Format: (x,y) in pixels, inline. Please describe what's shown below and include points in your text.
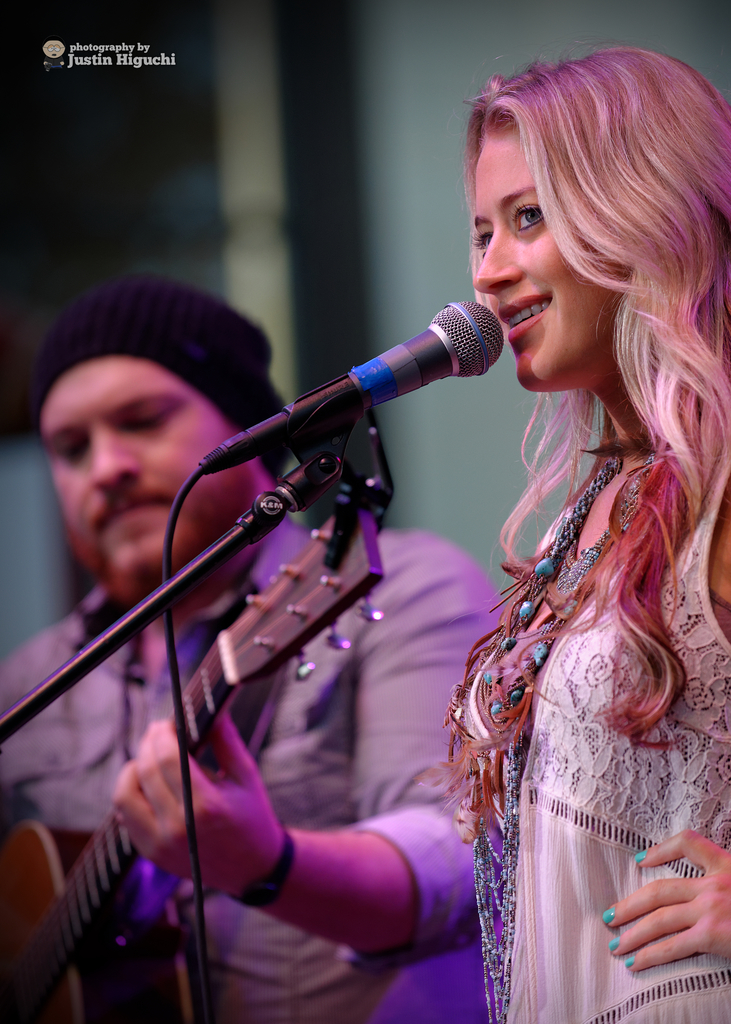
In this picture we can see a woman (541,191) smiling and in front of her we can see a mic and a man (329,680) wore a guitar (180,964) with his hand (214,858) and in the background (78,278) we can see the wall (417,237) and it is blurry.
